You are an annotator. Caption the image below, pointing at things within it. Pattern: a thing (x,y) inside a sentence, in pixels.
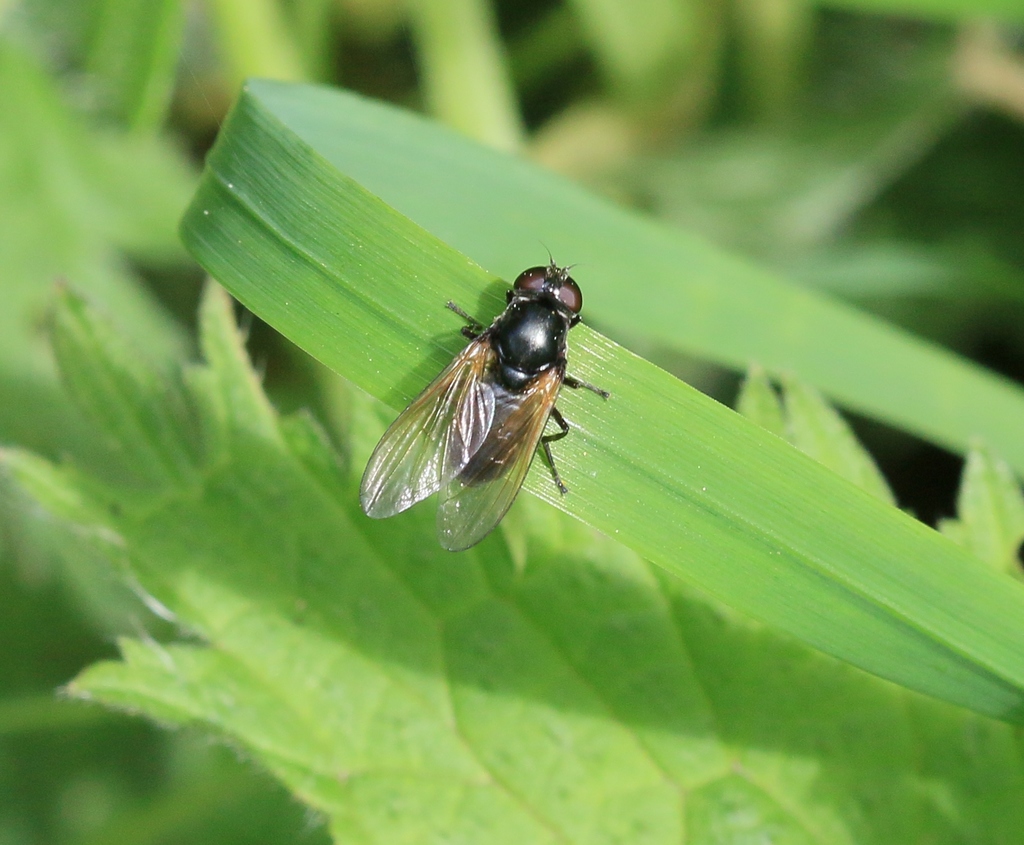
In the center of the image (485,464) we can see a fly (504,460) on the leaf (542,470). In the background (177,98) there are leaves (371,545).
